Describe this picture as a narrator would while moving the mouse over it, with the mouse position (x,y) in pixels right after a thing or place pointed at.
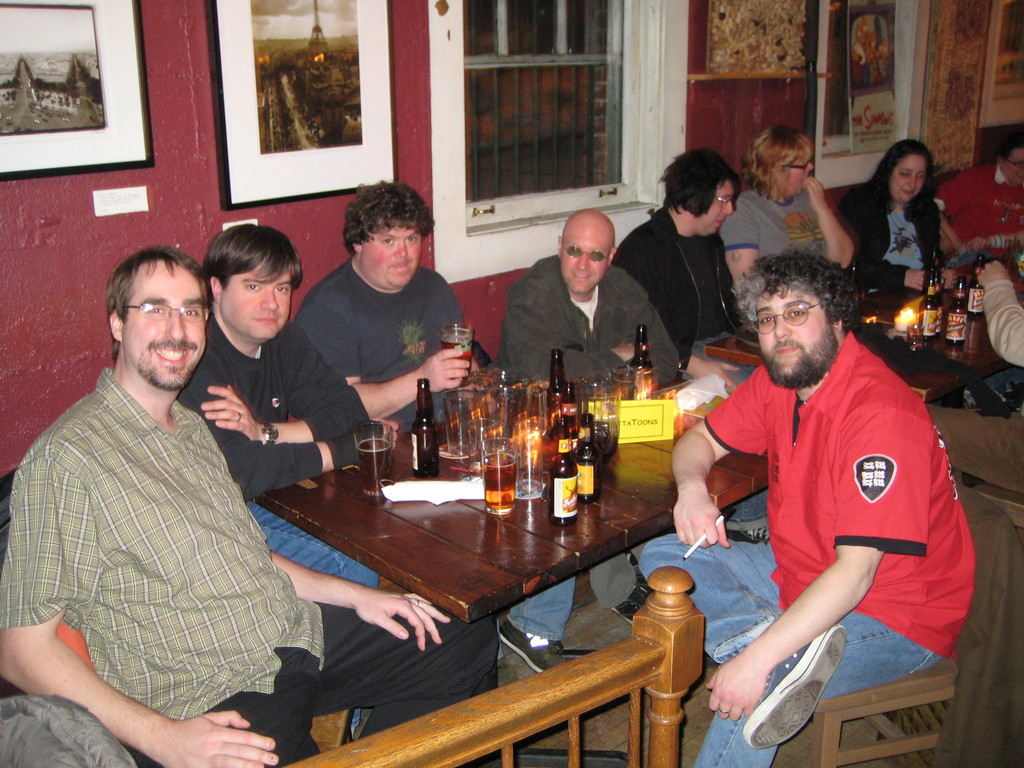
In the image we can see group of persons (807,468) were sitting on the chairs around the table (484,526) and they were smiling. On table (505,544) there is a beer bottles (435,455), glasses (503,499), tissue paper (471,496) etc. in the background (412,132) we can see wall (201,191), photo frames (50,163) and window (498,105).
